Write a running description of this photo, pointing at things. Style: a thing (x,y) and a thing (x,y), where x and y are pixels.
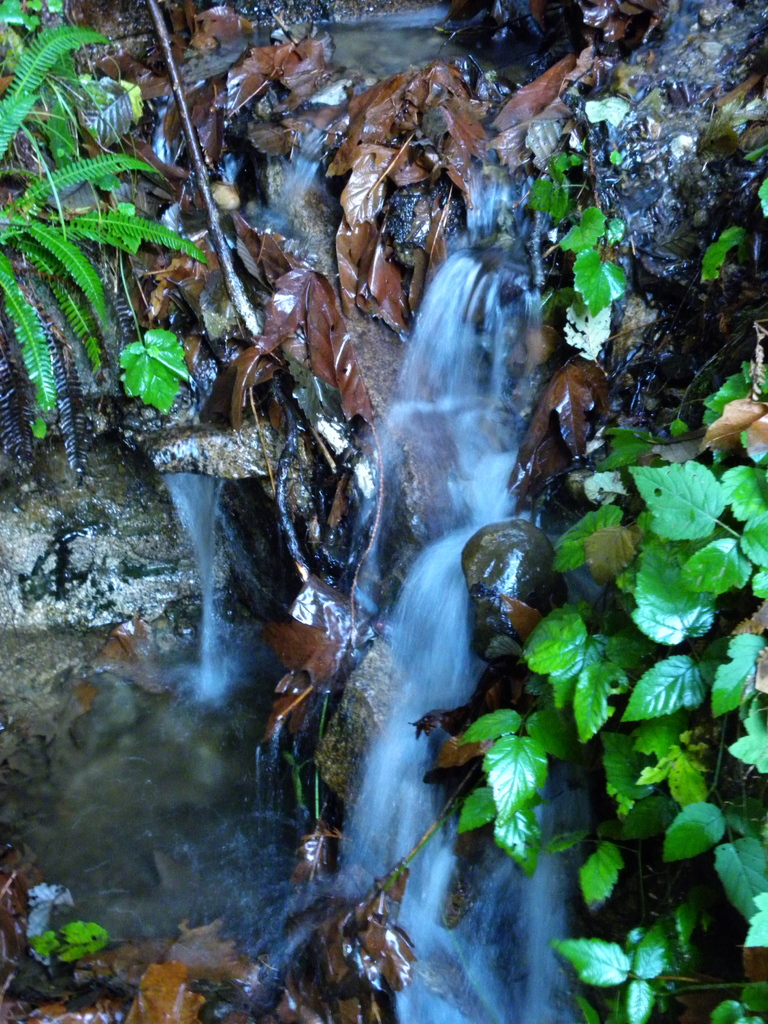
This image is taken outdoors. In this image there are a few plants (609,780) with green leaves (763,927) and there is a waterfall (411,582).
